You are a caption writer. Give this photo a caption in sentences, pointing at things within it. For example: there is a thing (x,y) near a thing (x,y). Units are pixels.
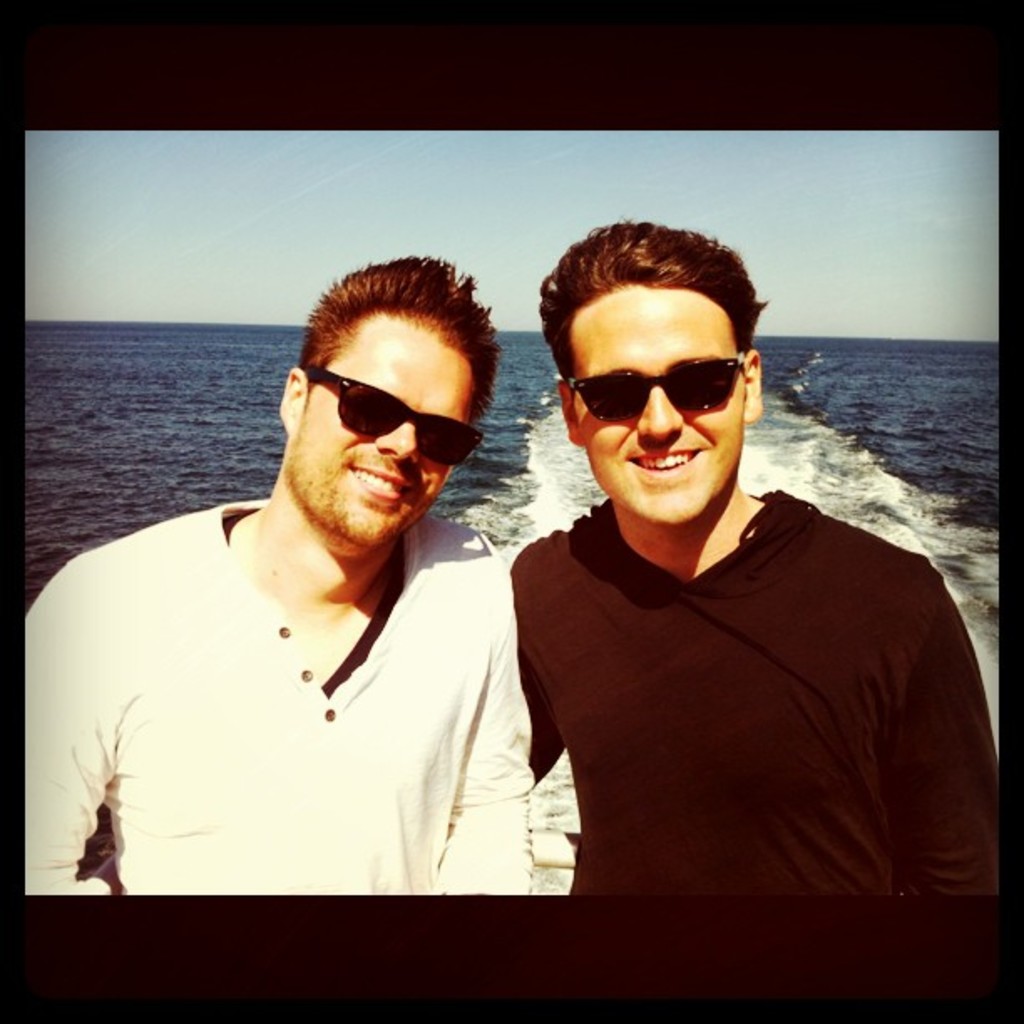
In this image, we can see two persons (599,739) wearing clothes (657,648) and sunglasses (682,375). There is a sea (245,381) in the middle of the image (497,400). There is a sky (512,141) at the top of the image (512,141).
